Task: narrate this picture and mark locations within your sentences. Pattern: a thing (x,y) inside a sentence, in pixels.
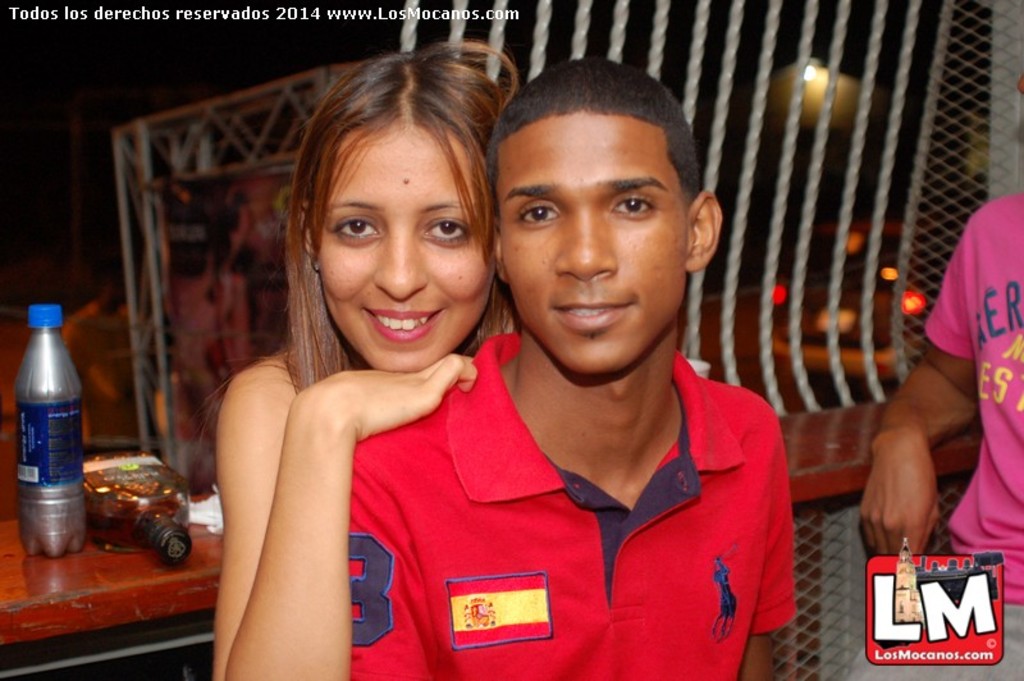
In this image we can see a man (504,538) and a woman (301,502). Man (432,541) is wearing red color t-shirt (616,590). One more person (987,448) is there on the right side of the image (982,397) who is wearing pink color t-shirt (1002,383). Background of the image (943,267), bottles (94,457) are there on the table (120,604) and fencing (891,147) is there. Logo (949,638) is present in the right bottom of the image (979,594).
